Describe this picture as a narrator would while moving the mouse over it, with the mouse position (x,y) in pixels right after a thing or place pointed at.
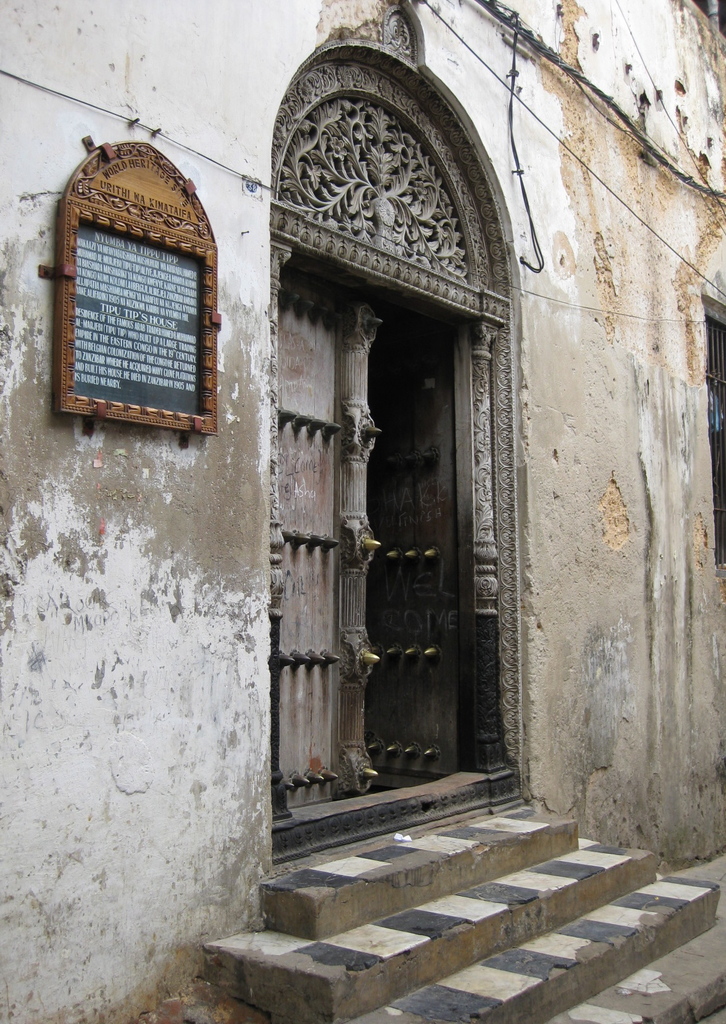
In this picture, we can see a building (369,351) with door (341,364), stairs (547,995), and some objects (604,97) attached to it like a board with some text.
